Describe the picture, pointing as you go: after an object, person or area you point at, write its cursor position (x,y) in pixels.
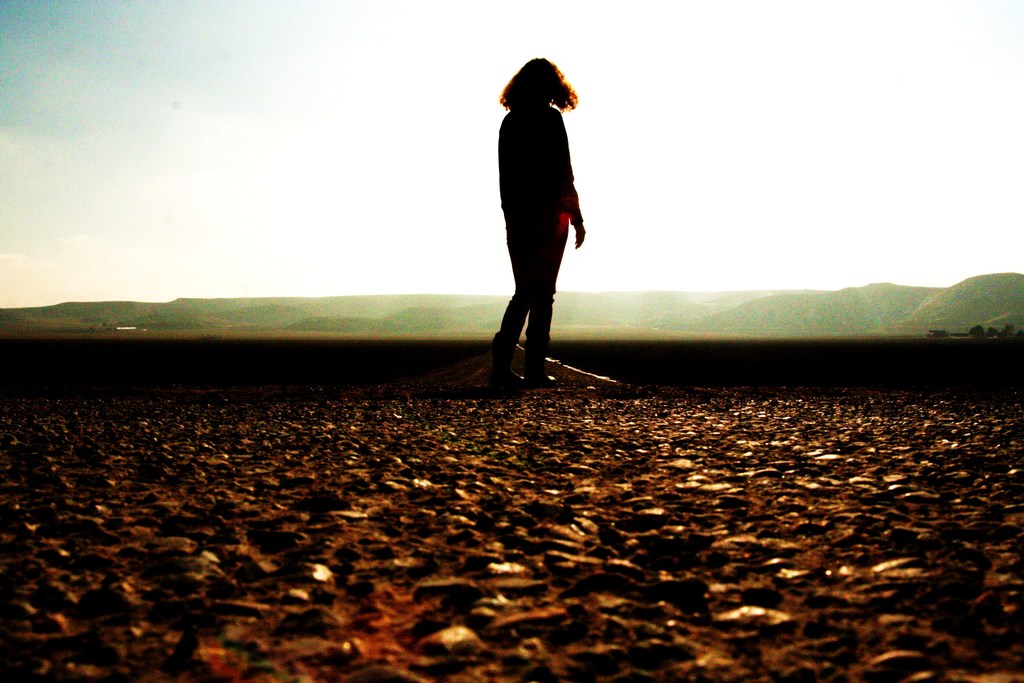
In this image in the center (542,380) there is one person (542,210) who is standing, and at the bottom (471,525) there is sand (509,508). In the background (132,316) there are some mountains (1022,289), and at the top of the image (709,95) there is sky (668,164).
